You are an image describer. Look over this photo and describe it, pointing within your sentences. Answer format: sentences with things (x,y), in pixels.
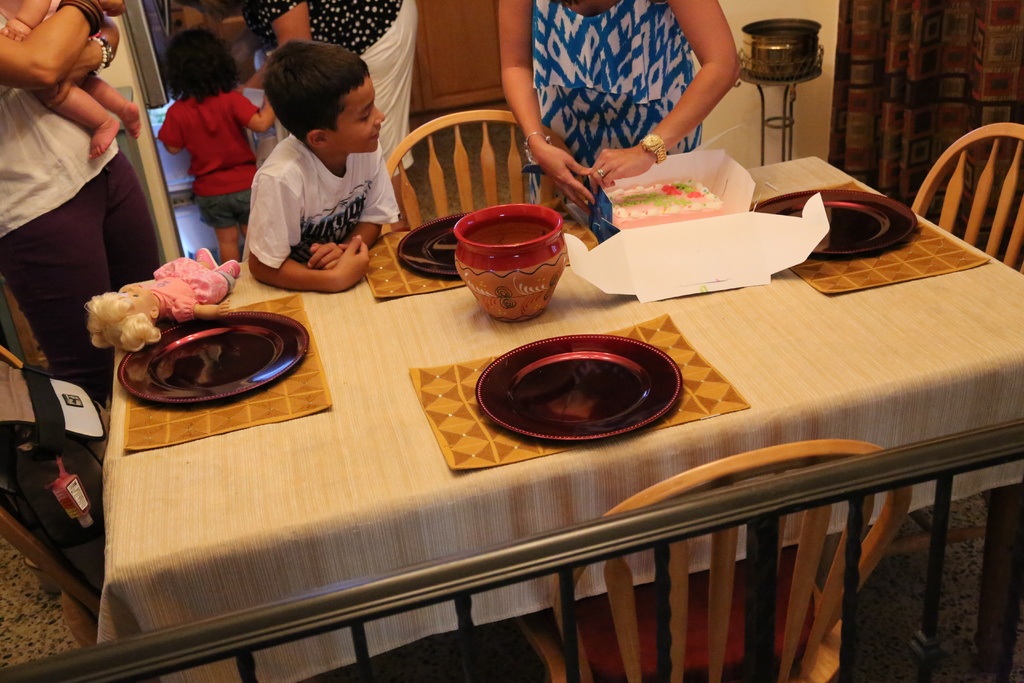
in this image i can see a table (395,464) and plates (554,376) on the table (402,476). there is a pink color cake (660,218) on the table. there are many people (274,82) standing behind. there is a pink color doll (191,293) placed on the table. and a bag (51,473) at the left side (41,475).
